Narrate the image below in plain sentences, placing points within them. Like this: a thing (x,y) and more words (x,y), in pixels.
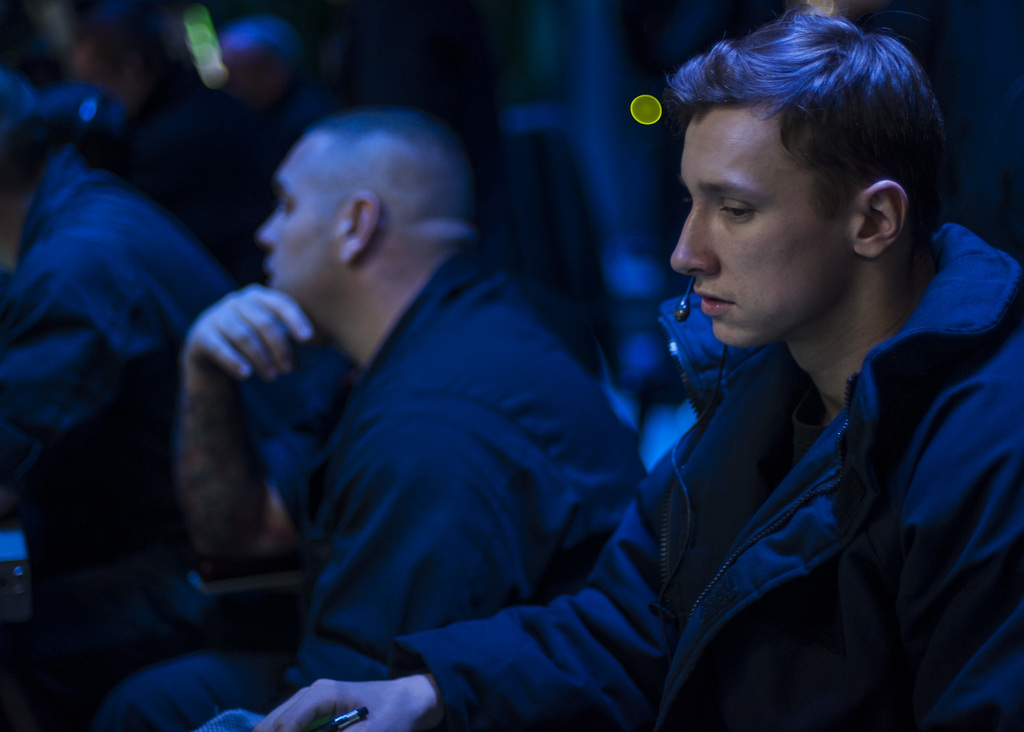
In this image we can see few people (337,301) sitting and a person (928,473) is holding an object (344,722) and dark background (525,189).
